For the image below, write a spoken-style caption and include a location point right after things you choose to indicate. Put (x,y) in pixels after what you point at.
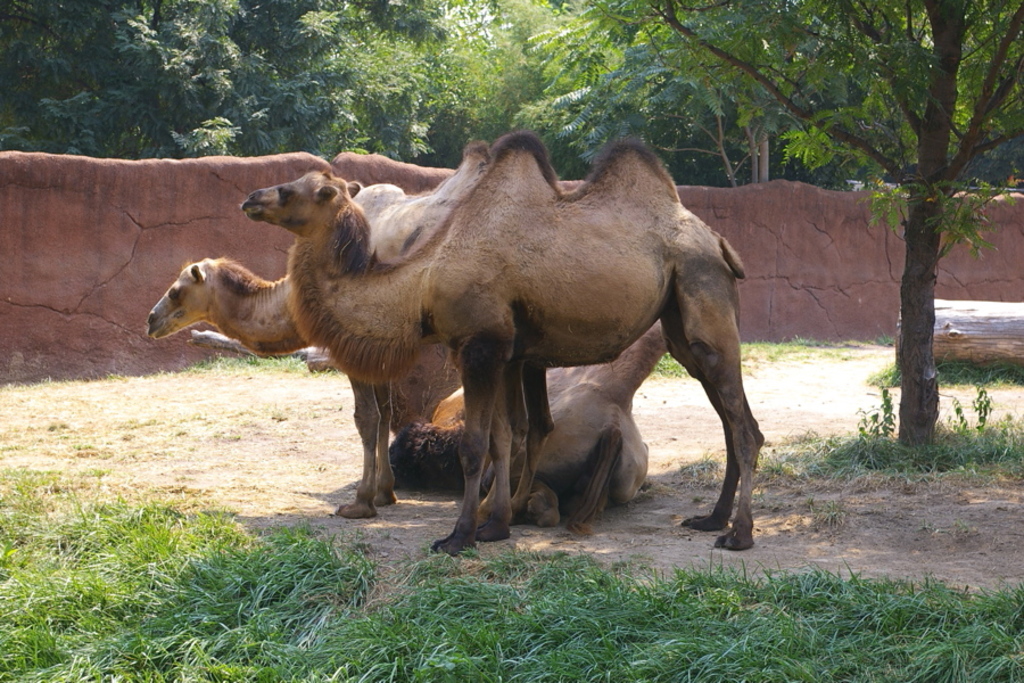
In the center of the image (517,290) we can see bactrian camels (261,304). In the background of the image (288,236) we can see wall (243,223), trees (922,278). On the right side of the image (973,320) we can see a wooden trunk (956,311). At the bottom of the image (273,523) we can see some grass (311,545) and ground (889,498).
